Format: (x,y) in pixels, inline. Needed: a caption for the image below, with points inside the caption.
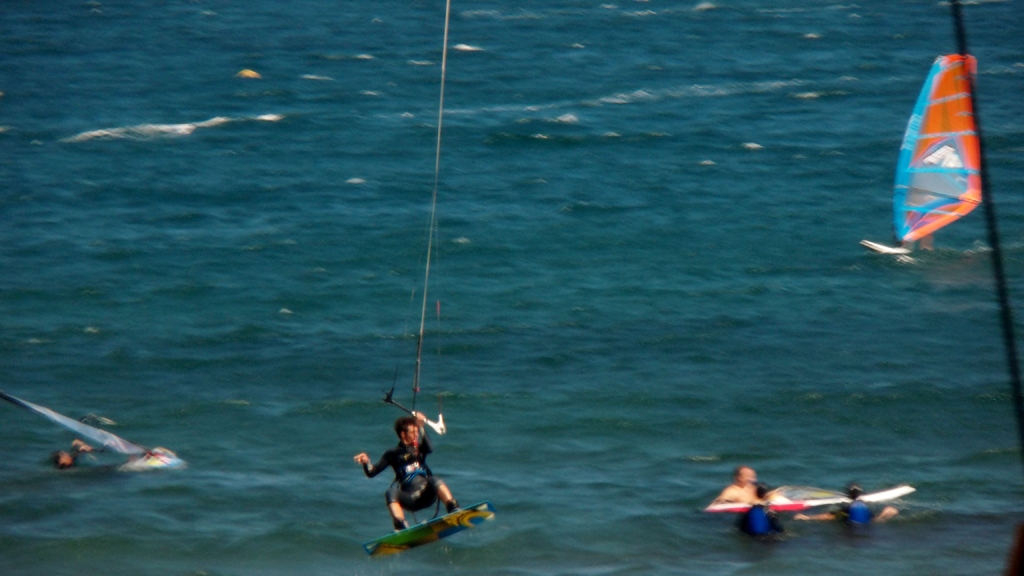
In this image we can see there is a person (415,502) with a ski board (434,524) on the water (414,521) and holding a stick (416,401). And there are other people (753,491) on the water (815,509) holding a board (802,502).
